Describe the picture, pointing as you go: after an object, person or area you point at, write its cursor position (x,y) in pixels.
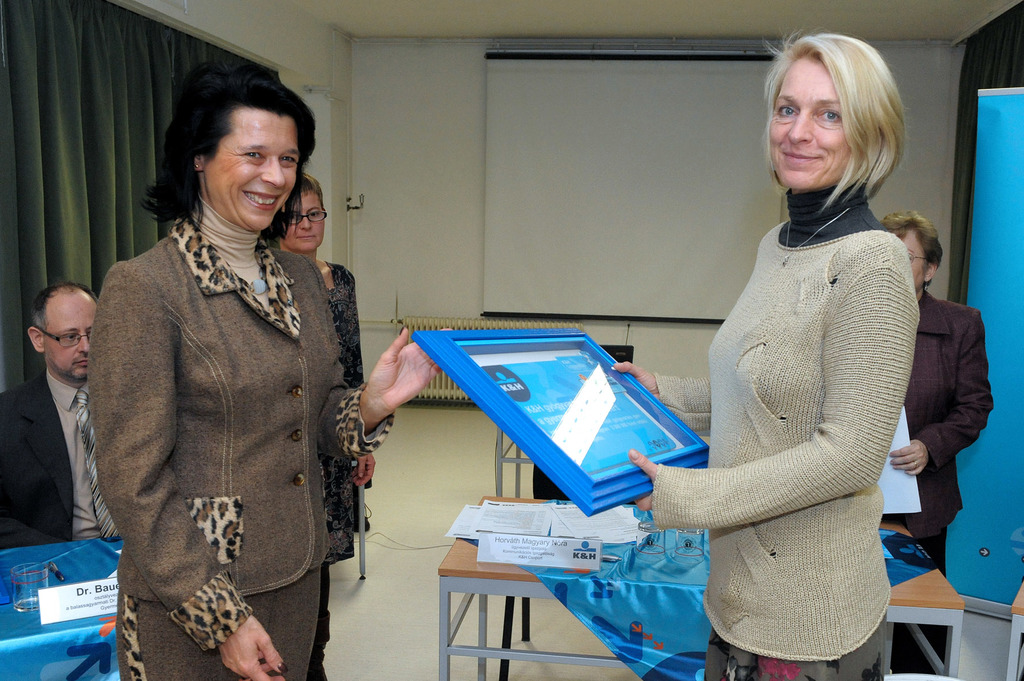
In the foreground of the image (421,343) we can see two woman (297,488) standing and holding a frame (552,448) in their hands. In the background (672,548) we can see three persons (58,302), table (95,554), glass (20,581) and pen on it, screen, curtains (967,77) and a banner (1001,101).
